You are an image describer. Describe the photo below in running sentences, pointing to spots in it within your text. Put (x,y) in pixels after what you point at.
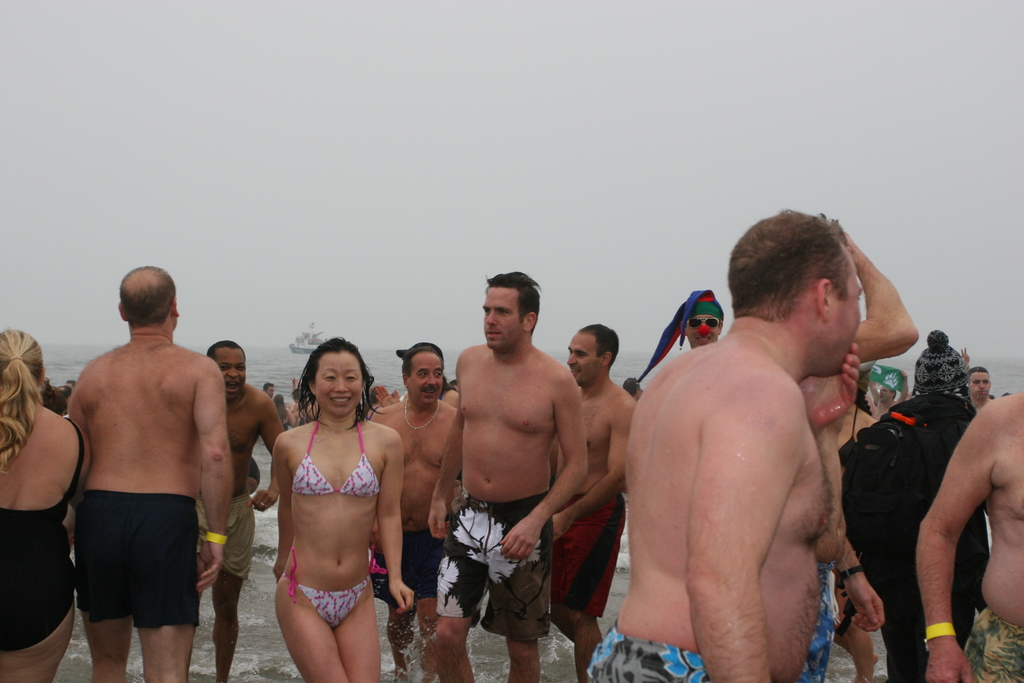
In this image we can see some people (427,430) and in the background (78,330), we can see the water (61,348) and there is a ship (310,333) on the water (193,673) and we can see the sky (416,173) at the top (395,129).
